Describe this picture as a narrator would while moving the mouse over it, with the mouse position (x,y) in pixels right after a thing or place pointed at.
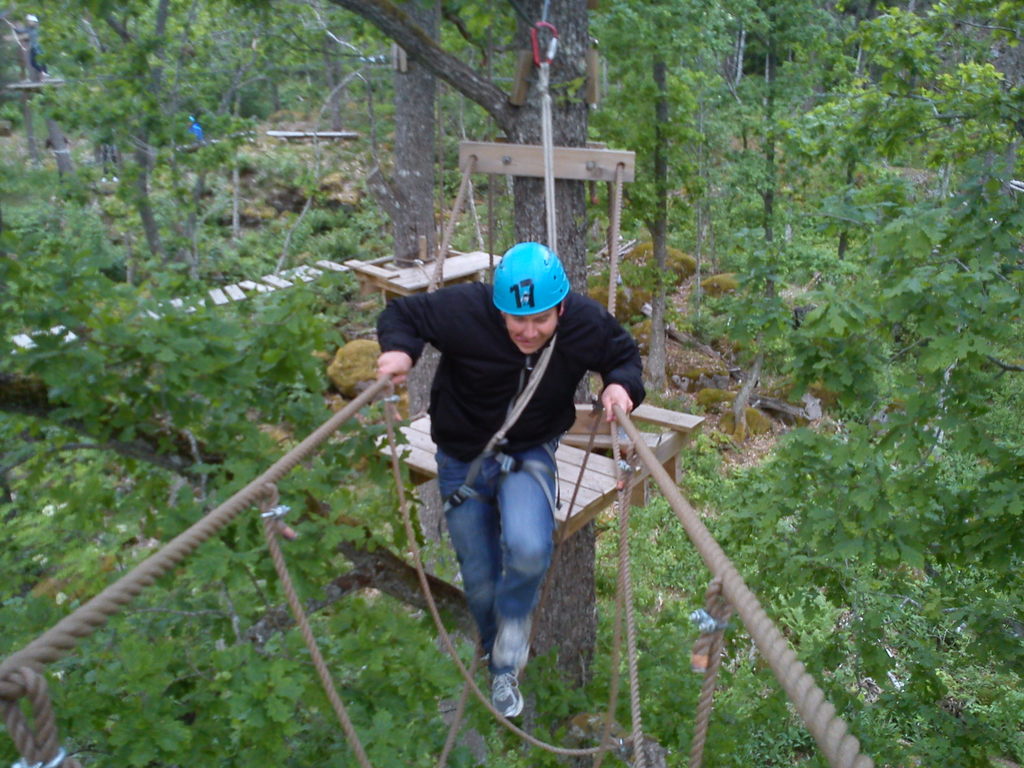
This image is taken outdoors. In this image there are many trees (211,321) and plants (853,650) on the ground (893,611). In the middle of the image (555,351) there is a rope way (345,415) and a man (498,678) is walking on the rope (463,672) and holding ropes (394,386) in his hands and there is a wooden board (595,459).
